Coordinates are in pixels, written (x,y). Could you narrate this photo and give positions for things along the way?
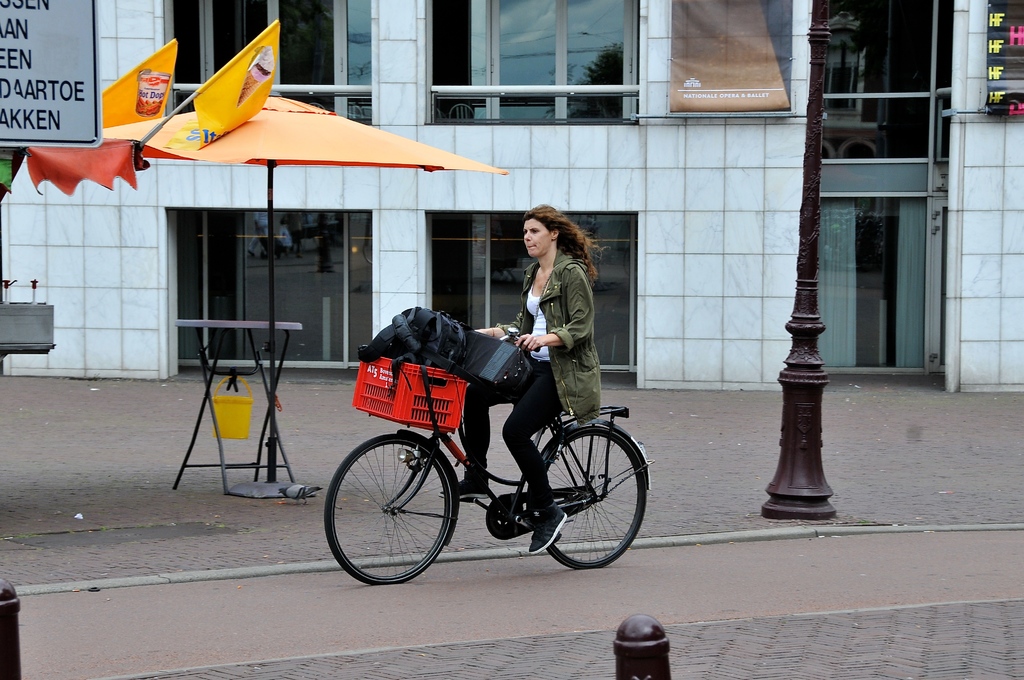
In this image i can see a woman (556,368) is cycling a bicycle (485,504) on the road (500,598). I can see there is a building (494,102), a tent (314,138) and a pole (805,255).
